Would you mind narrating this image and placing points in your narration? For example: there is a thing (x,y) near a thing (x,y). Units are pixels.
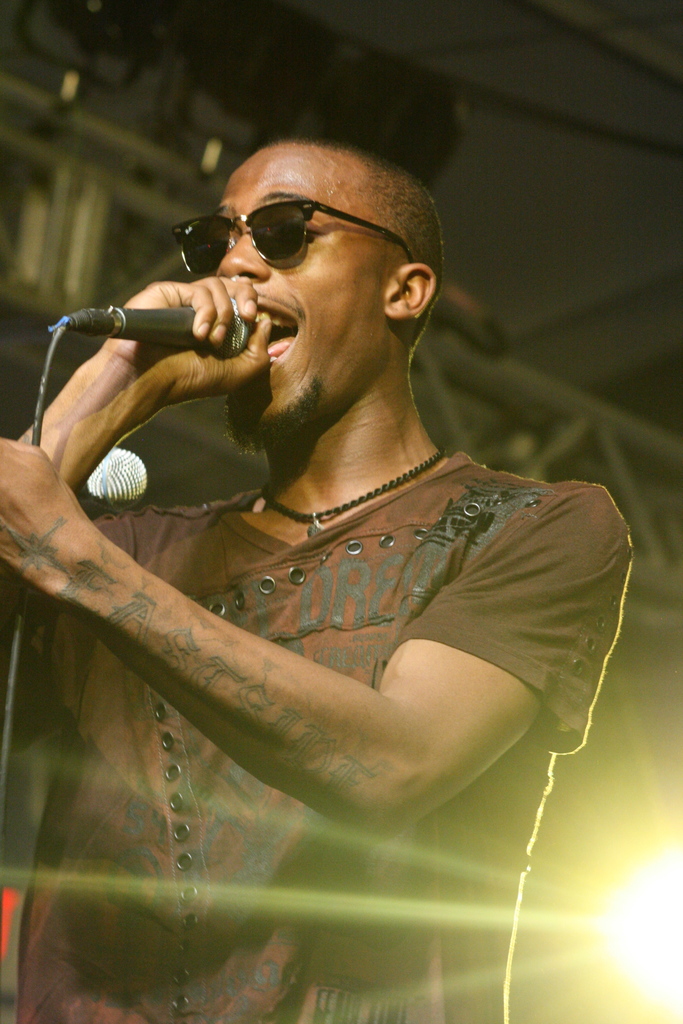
In this picture I can observe a person (251,550) in front of a mic (180,315). He is singing. The person (217,667) is wearing brown color T shirt (189,913) and spectacles (305,211). The background (553,193) is blurred. On the bottom right side (582,926) I can observe a light (634,931).
